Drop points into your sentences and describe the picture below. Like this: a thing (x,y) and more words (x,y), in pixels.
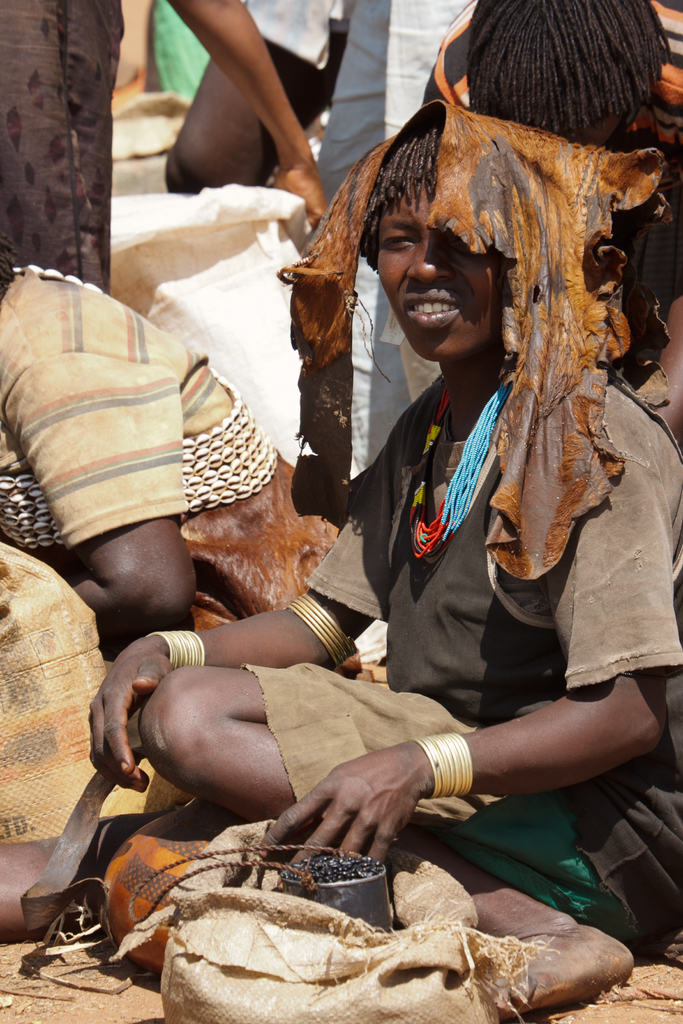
In this picture there is a woman (637,747) who is sitting on the ground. She is holding a bag (337,976). Beside her we can see another woman (74,475) who is in squat position. In the background (254,48) we can see the man (306,146) who is holding this cover (229,222).
